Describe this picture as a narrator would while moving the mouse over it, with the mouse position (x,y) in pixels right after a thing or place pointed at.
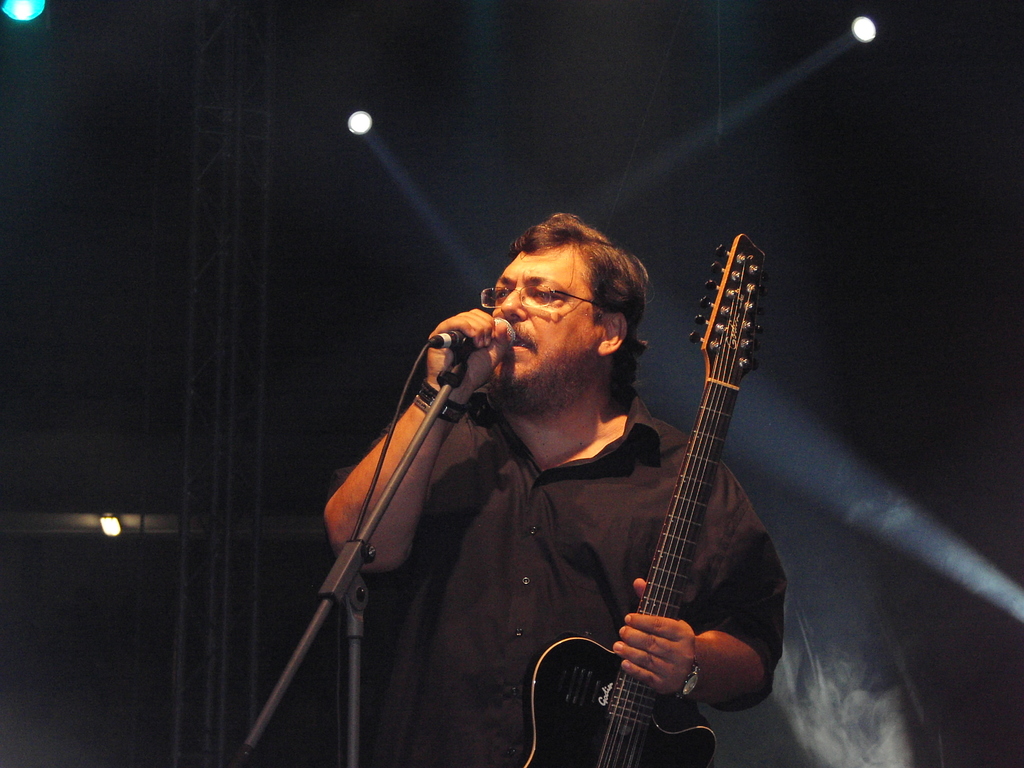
In the image there is man (522,509) singing on mic (458,342) and holding a guitar (704,405) and on the ceiling (893,62) there are lights (363,126).
